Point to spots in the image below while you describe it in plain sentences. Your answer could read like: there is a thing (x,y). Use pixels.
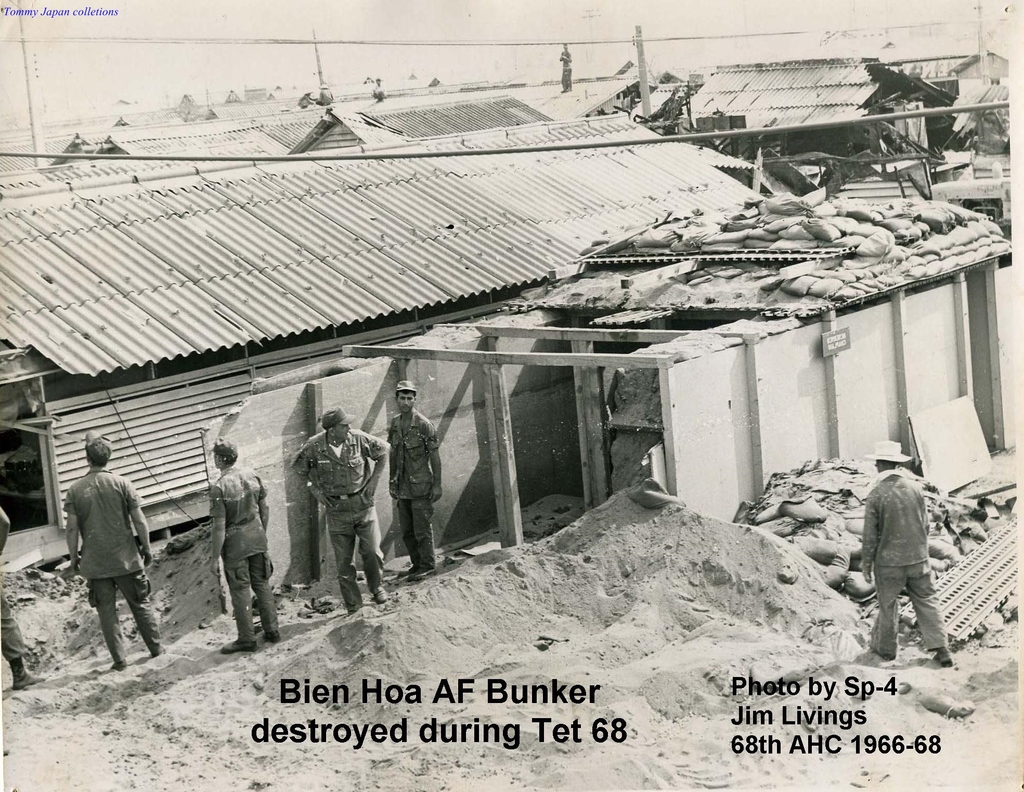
This is a black and white picture. In this picture we can see a few people (140,597), sand (626,725) and other objects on the ground (646,724). We can see a few wooden objects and some bags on a shed (814,340). There are a few houses (554,266) and rods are visible on top of these houses (669,121).
